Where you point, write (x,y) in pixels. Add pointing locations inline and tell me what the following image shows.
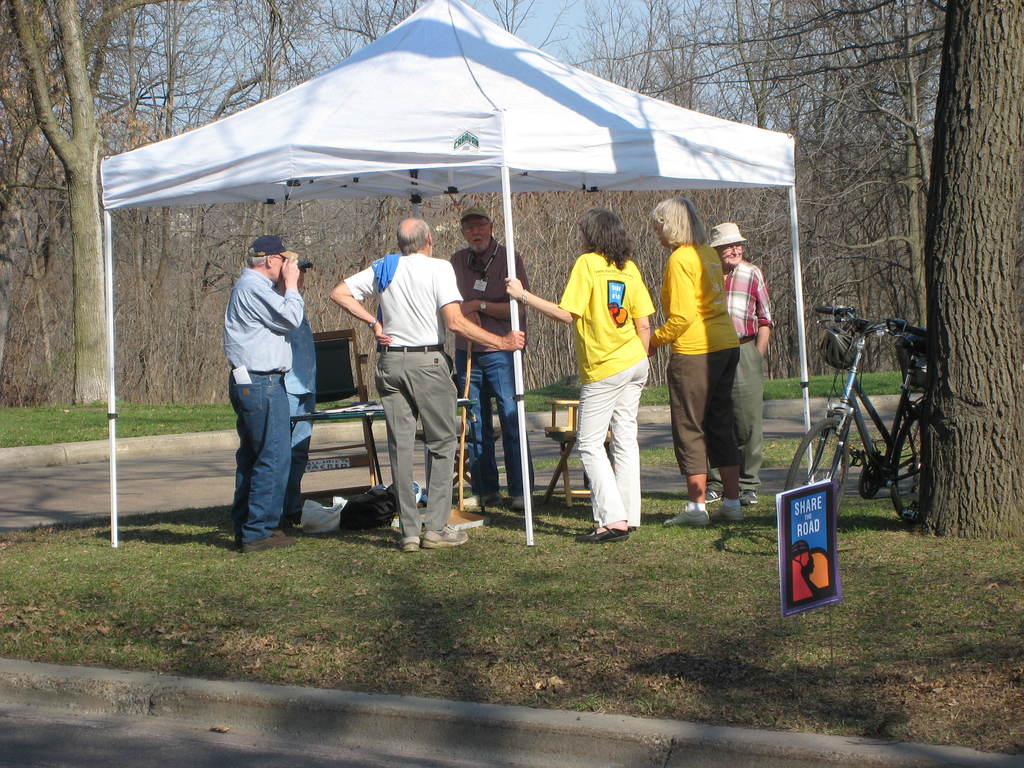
In this image there are a few people (467,316) standing and talking with each other under a tent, one of the people (256,348) is clicking a picture, behind him there is a chair (369,462) and there is a cycle (847,411) on the grass surface (789,443), in the background of the image (188,282) there are trees (221,273) and road (146,487).
